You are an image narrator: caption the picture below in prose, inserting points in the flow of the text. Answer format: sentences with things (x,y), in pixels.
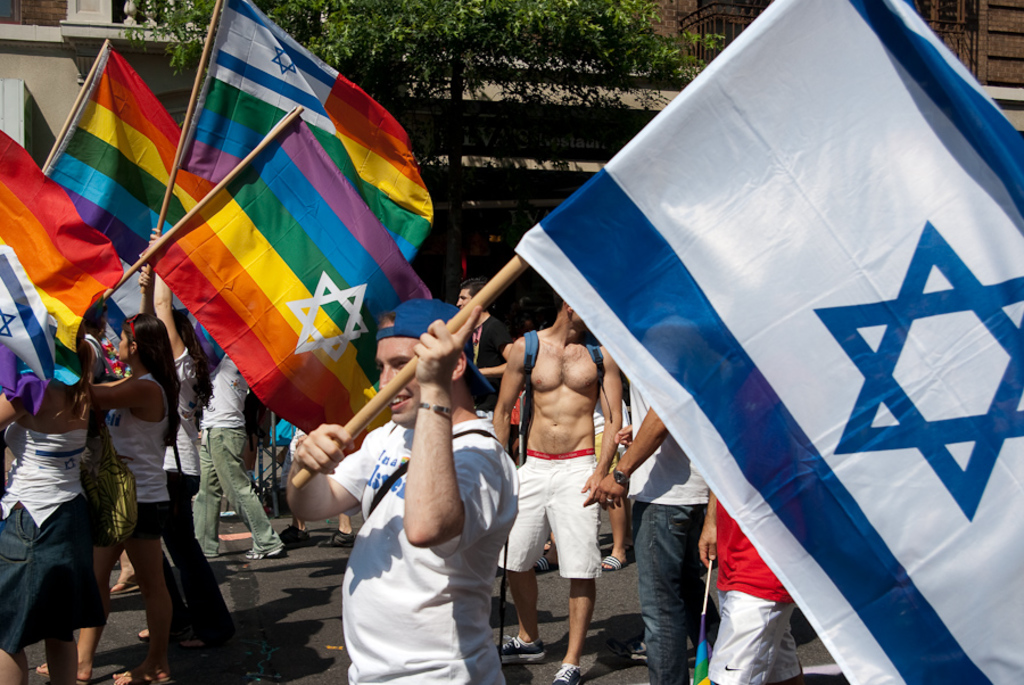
There are many people (240,423) holding flags (769,256). Some people (175,466) are wearing bags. In the front (421,423) a person (424,414) is wearing a cap (411,333). In the background (417,56) there is a tree (396,41) and building (557,85).
